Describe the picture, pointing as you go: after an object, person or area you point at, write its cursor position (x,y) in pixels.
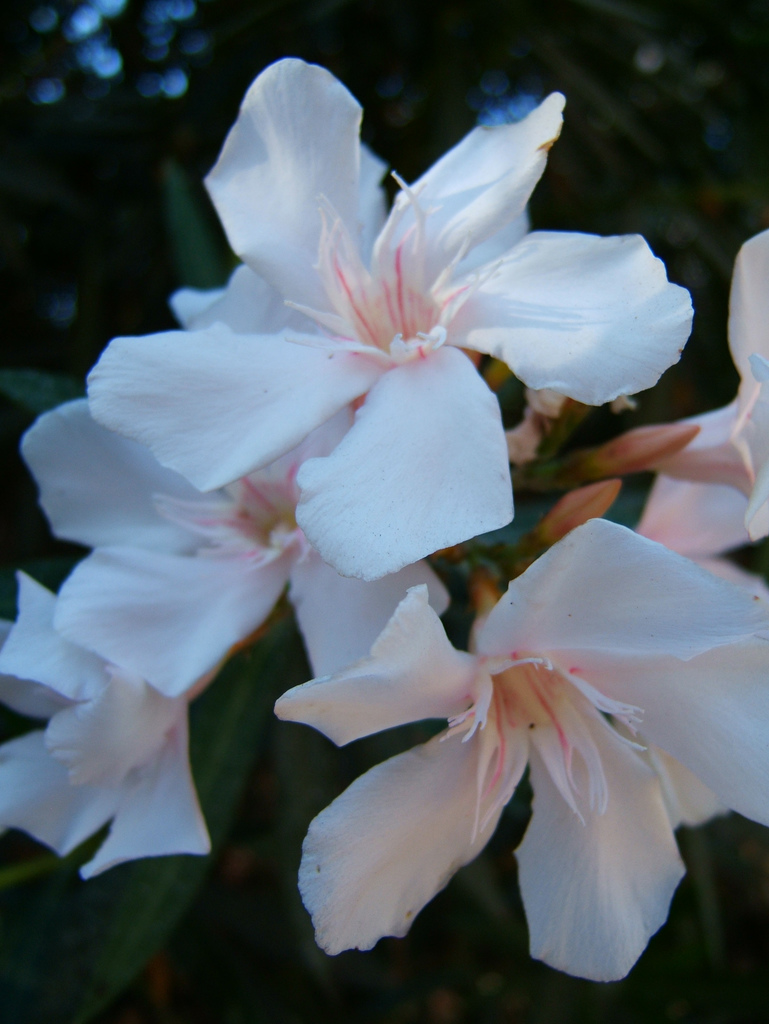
In this image I can see few white color flowers (473,378). Background (209,47) is in black and green color.
